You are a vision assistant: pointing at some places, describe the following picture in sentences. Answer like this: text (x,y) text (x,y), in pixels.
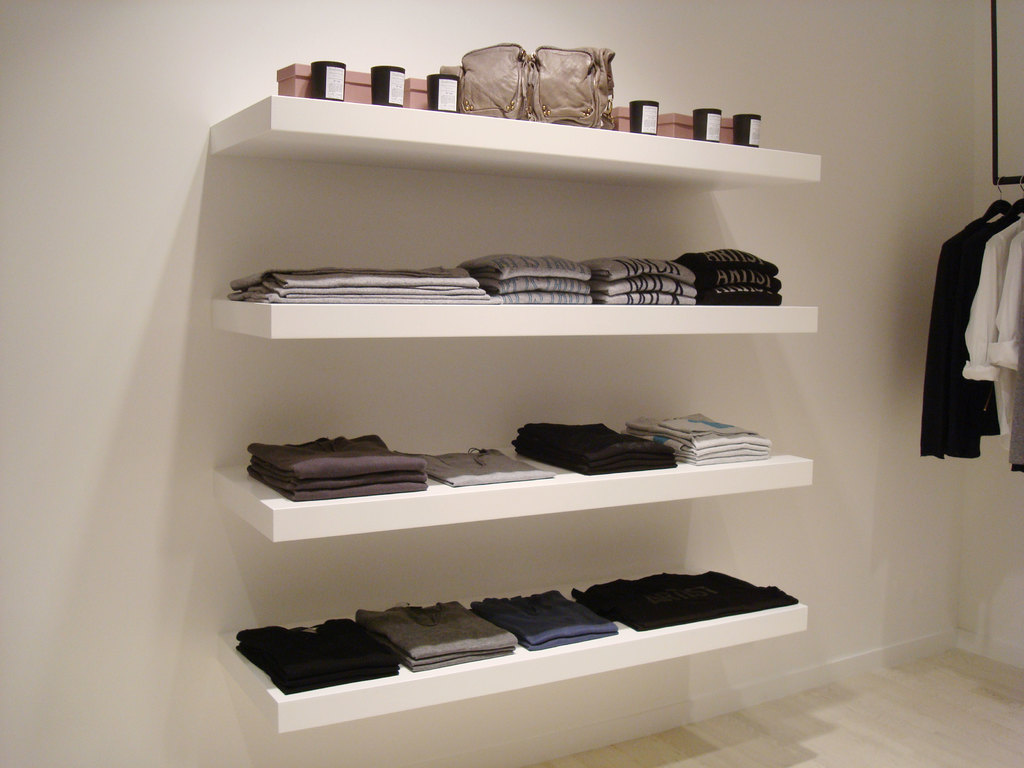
In the background (81,160) we can see the wall (741,224). We can see the clothes (645,290), bag (566,88) and few objects (380,81) arranged in the shelves (502,309). On the right side of the picture (940,302) we can see the clothes (972,316) are hanging on the hangers (1002,218). In the bottom right corner of the picture (880,729) we can see the floor (756,723).
